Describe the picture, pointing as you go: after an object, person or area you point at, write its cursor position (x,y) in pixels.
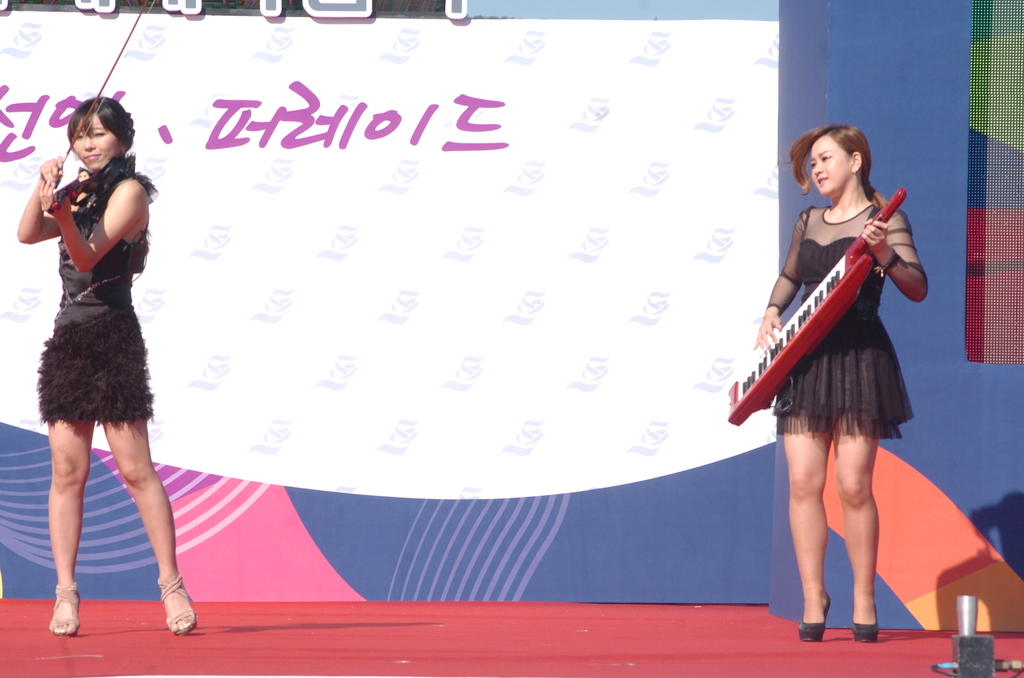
In the image, there are two women (803,404) standing on the dais (761,669) and playing the music, behind them there is a banner (594,118). Both the women (96,252) are wearing black dress (813,401).
